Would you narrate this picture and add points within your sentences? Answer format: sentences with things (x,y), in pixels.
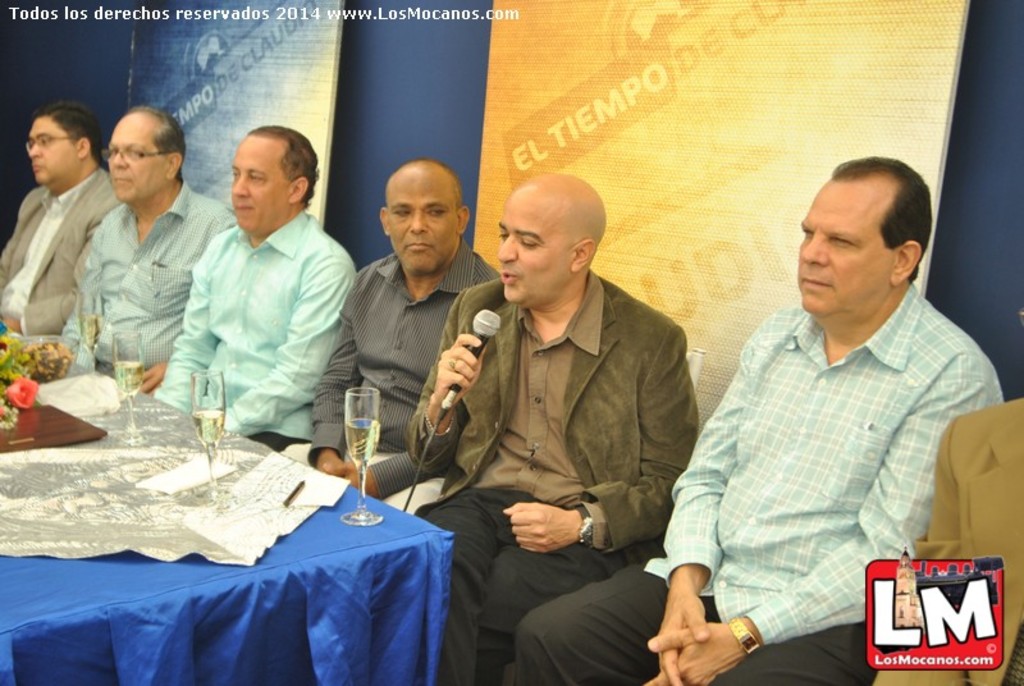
In this picture we can see six people (779,365) sitting on the chair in front of the table (140,622) on which there are some glasses (214,499) and some things (61,358) placed.
